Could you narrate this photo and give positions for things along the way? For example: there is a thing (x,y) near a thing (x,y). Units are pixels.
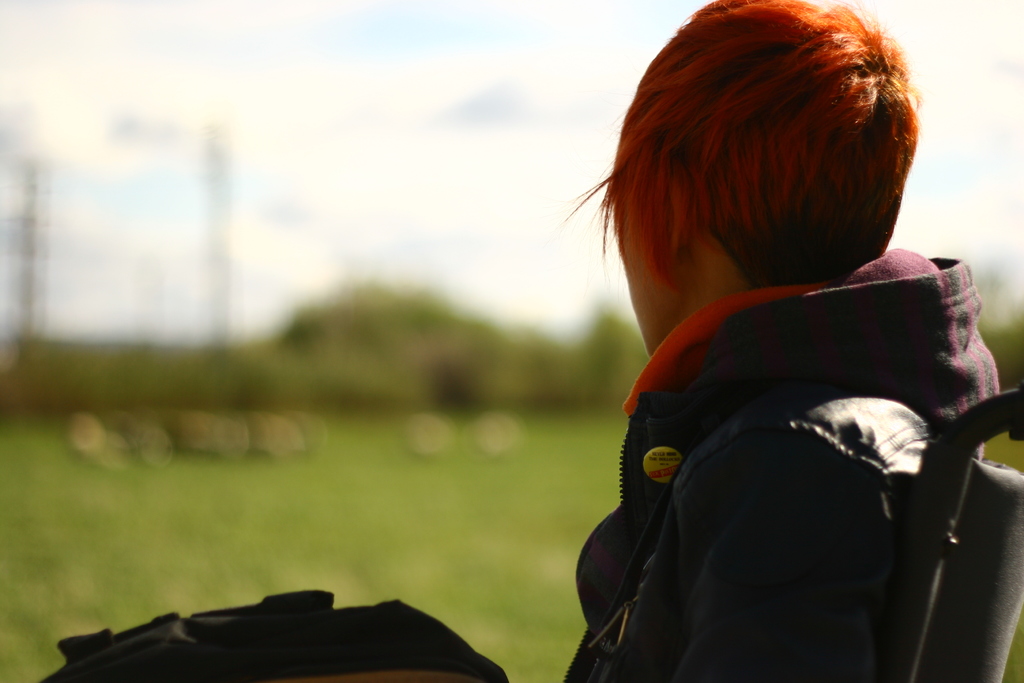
In this picture I can observe a person (726,453) wearing black color jacket (704,540). I can observe an orange color hair (691,91). In the background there are trees (346,350) and a sky (370,143) with some clouds (368,137). The background (342,395) is partially blurred.
